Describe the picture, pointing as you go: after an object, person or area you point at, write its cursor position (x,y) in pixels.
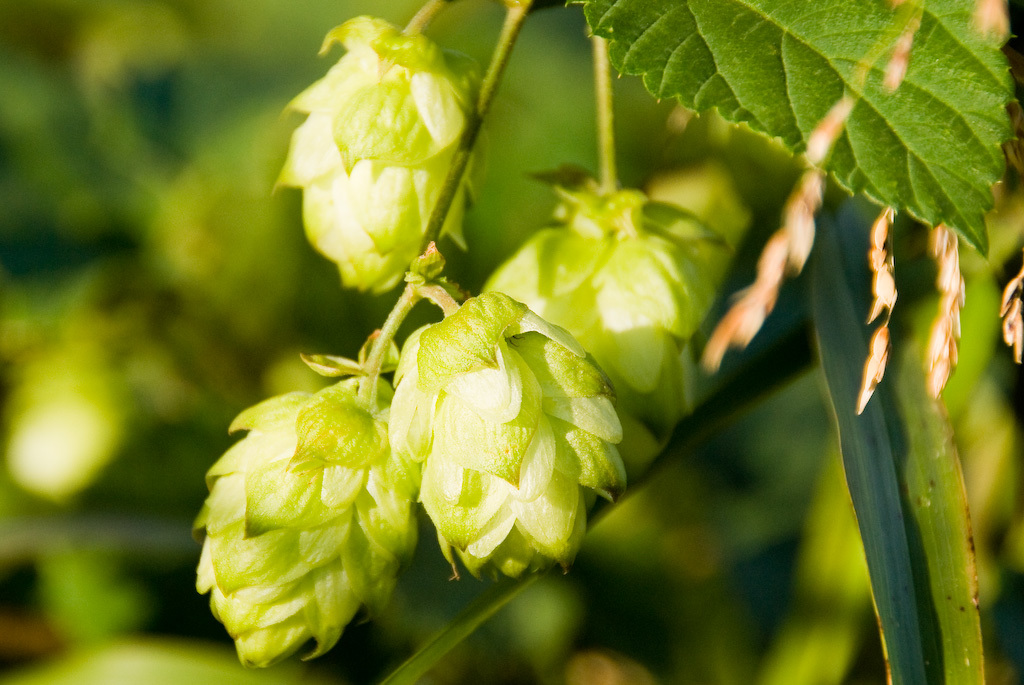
In this picture we can observe some flowers (488,364) which were in green color. On the right side (763,126) we can observe a leaf (836,85) which is in green color. In the background (181,259) it is completely blur.
